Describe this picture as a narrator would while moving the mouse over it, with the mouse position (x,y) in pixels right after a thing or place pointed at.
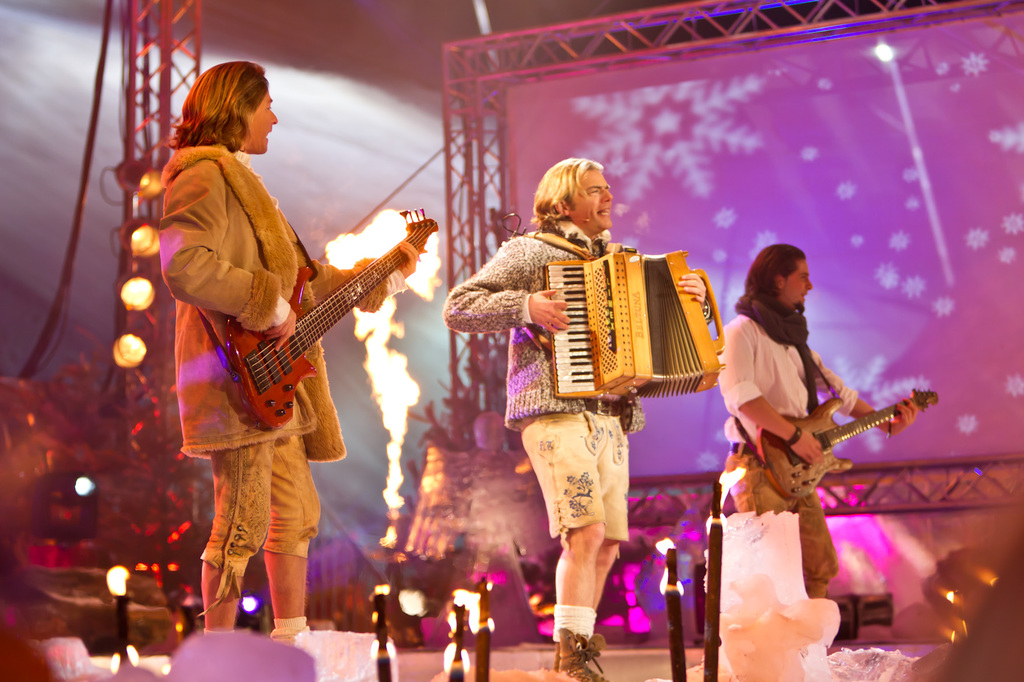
In this image we can see a three people (572,185) performing on a stage (153,87). They are playing a guitar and singing on a microphone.
